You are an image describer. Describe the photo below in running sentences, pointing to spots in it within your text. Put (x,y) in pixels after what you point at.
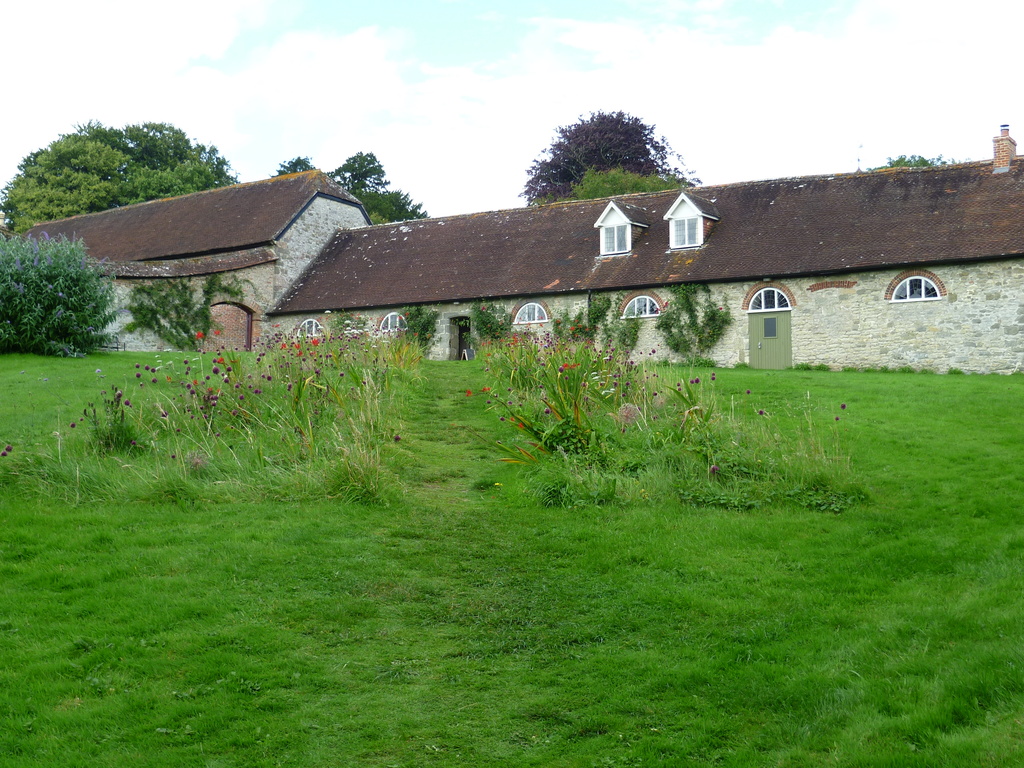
In this image we can see one big house (824,313) with glass windows (766,333), one green door (765,365), some plants (374,336) with flowers (75,422) on the ground (768,654), some trees (656,154), bushes (41,300), plants (372,368) and green grass (18,378) on the surface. At the top (194,61) there is the sky (1012,46).
